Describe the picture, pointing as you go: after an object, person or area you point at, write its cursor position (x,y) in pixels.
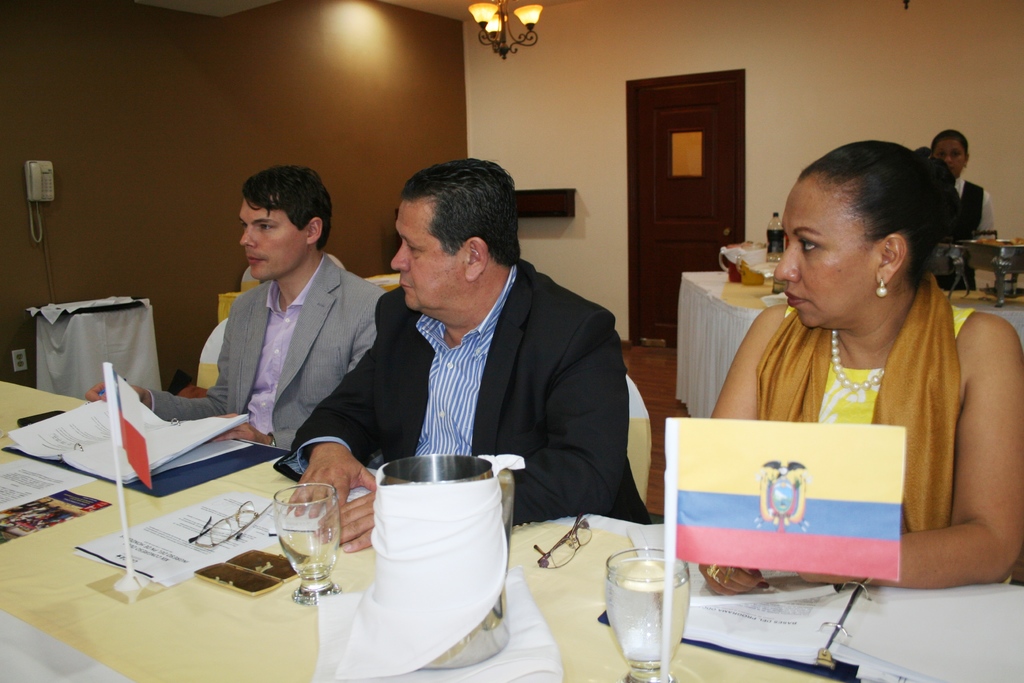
In this picture there is a man (294,295) who is wearing a grey suit (236,370) who is sitting on the chair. There is also another man (474,393) who is wearing a blue shirt (469,431) and a black suit (549,415) is also sitting on the chair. To the right, there is also a woman (876,414) who is wearing a yellow dress (858,415). There is a glass (299,541) on the table (147,610) and a jug (438,473) is also on the table (211,650). There is a spectacle (566,550) and book (813,638) is also on the table (604,626). There is a telephone (37,185) attached to the wall (56,124). There is a light (499,21) to the roof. At the background (989,255), there is a woman (986,225) who is wearing a black suit (975,194) and there is a food (995,244) in the dish (976,249). There is a bottle (769,239) on the table (727,300). There is a door (703,163) which is brown in color.
